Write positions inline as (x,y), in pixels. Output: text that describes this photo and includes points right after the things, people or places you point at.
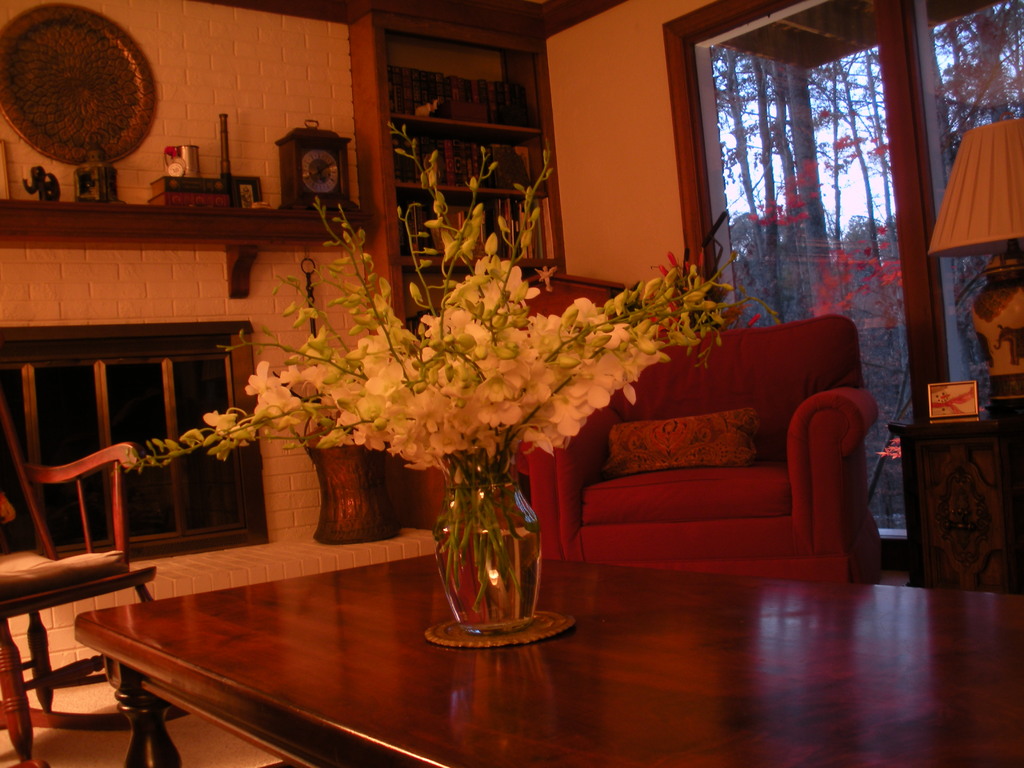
In this image there is a flower vase (475,511) in a table (792,732), and in back ground (301,528) we have a fire place (114,415), chair (128,446), cupboard (371,134), books (404,213), clock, a toy elephant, trees (802,209), windows (901,199), lamp (988,360), couch (598,528).
